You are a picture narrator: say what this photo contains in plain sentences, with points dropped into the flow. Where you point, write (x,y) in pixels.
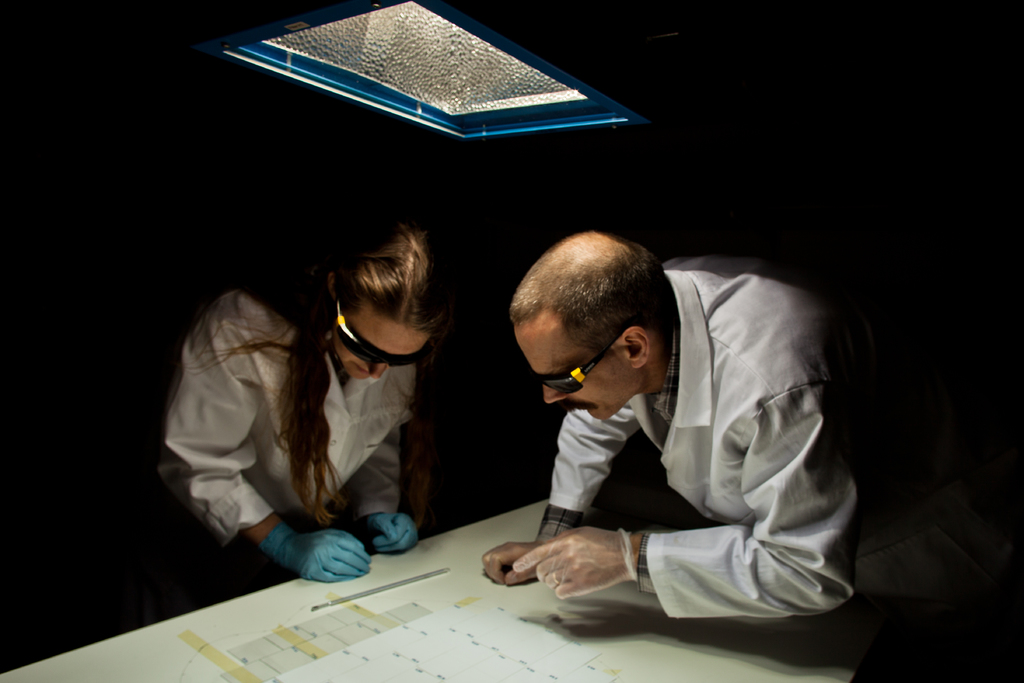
As we can see in the image there is light (323,37), two people (294,358) wearing goggles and white color shirts (760,440). In the front (425,631) there is a table (206,619). On table (229,620) there is a paper (376,644).
